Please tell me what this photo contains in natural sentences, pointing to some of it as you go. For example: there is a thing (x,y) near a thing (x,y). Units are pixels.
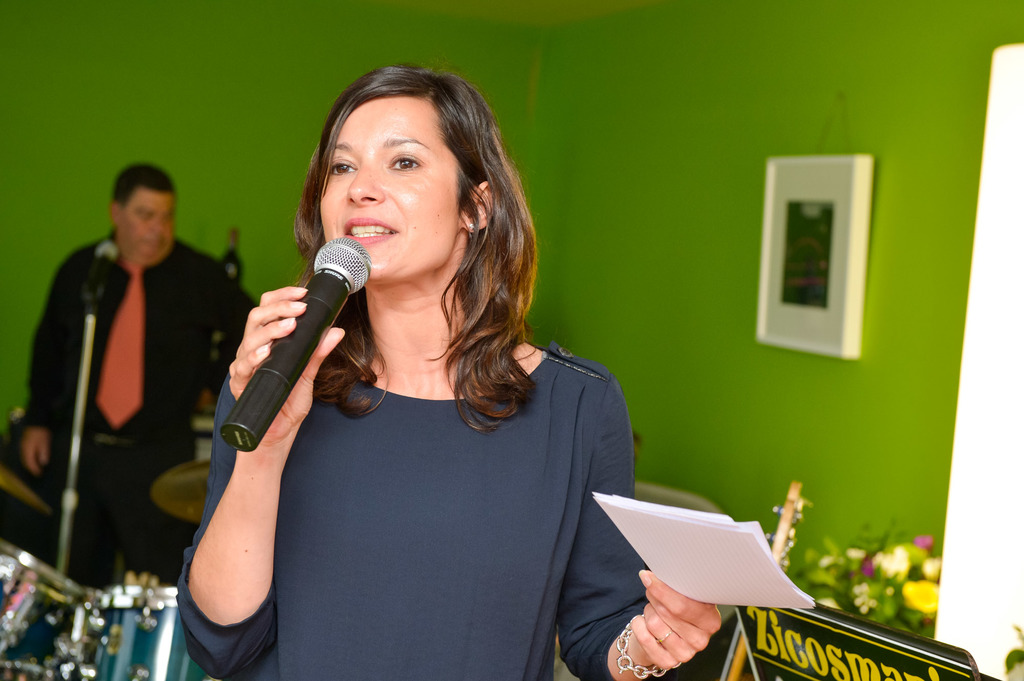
This person (364,359) standing and holding microphone (298,344) and paper (644,548). On the background (170,137) we can see wall (154,54), person (215,282), musical instrument (130,595).
